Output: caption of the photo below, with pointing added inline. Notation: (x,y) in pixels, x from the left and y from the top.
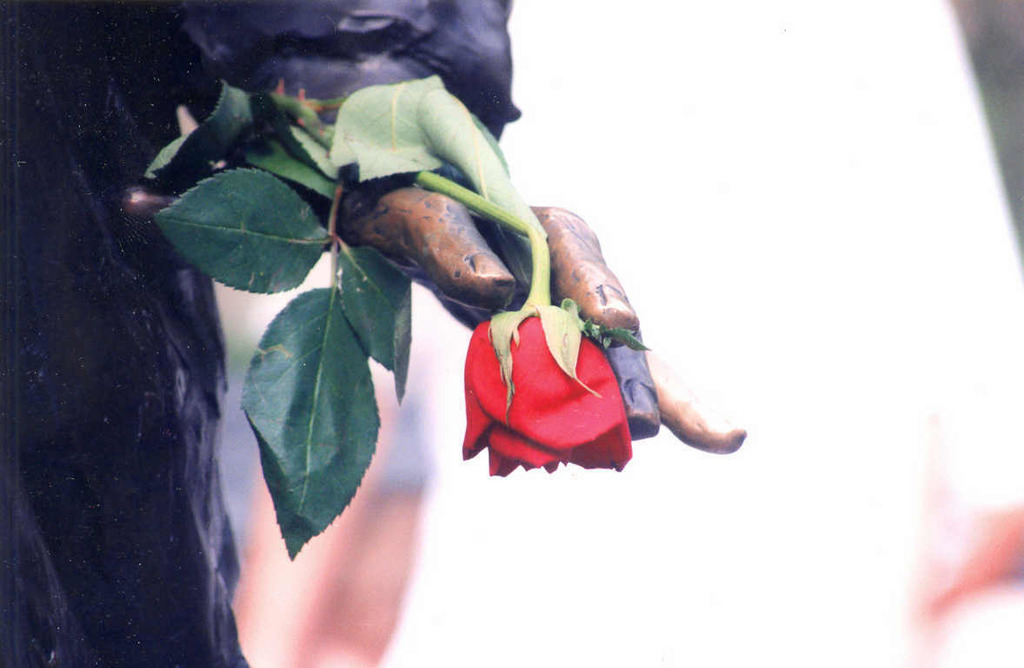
On the left (162,261) there is a sculpture (189,112). In the hand (405,186) of the sculpture (479,213) there is a rose (525,411).
